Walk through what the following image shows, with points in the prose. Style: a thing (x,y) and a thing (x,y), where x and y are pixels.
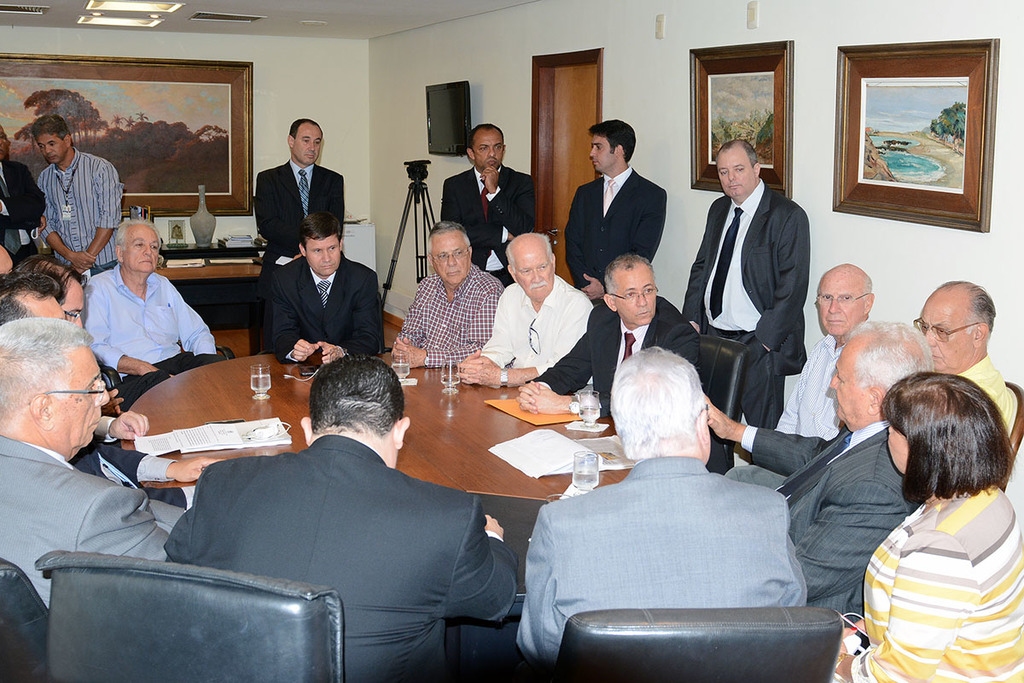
This is a picture taken in a room (200,335), there are a group of people (353,281) sitting on a chair (200,610) in front of the people (141,424) there is a wooden table (455,437) on table (461,426) there is a paper (527,454), file (502,401) and glasses (589,412). Background of this people (619,364) is a white wall (678,71) with photo frames (763,109) and tripod stand (423,196), television (445,148).
